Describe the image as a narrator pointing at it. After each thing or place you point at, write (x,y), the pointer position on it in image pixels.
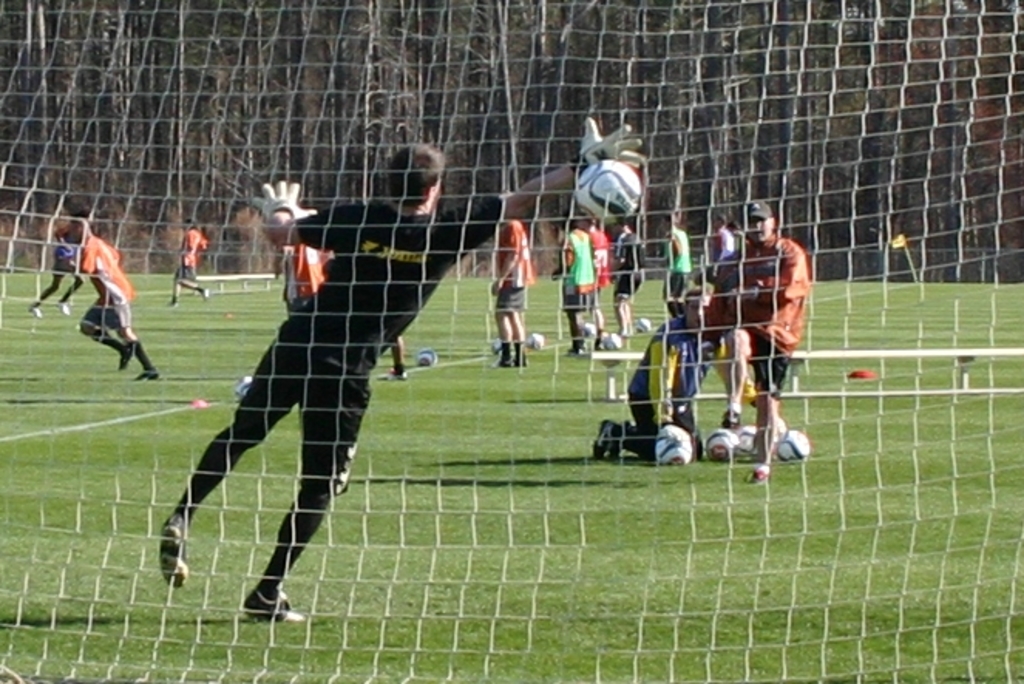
here we can see a person (333,341) standing on the ground (550,560) and playing with the ball (620,185), and there are group of persons (604,284) standing, and here is the net (598,565).
